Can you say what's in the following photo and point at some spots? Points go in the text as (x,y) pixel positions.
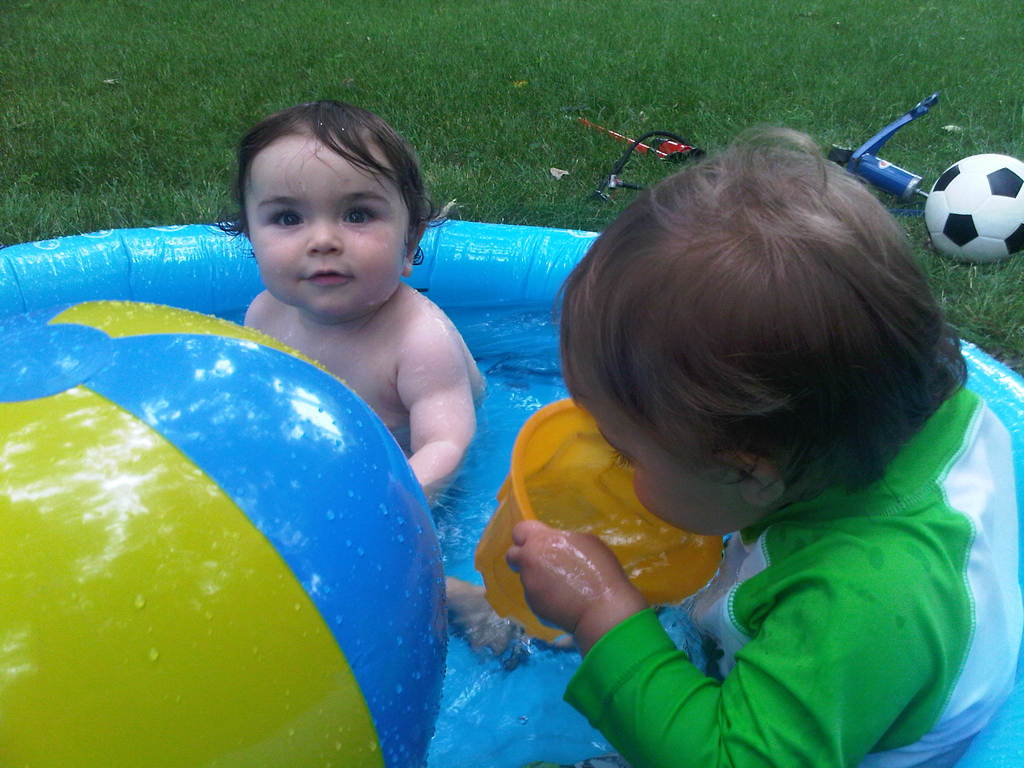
In this image we can see kids (917,564) playing in a water tub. There is a mug (675,530). There is grass (901,217). There are two objects (909,188) like bottle (905,175).
